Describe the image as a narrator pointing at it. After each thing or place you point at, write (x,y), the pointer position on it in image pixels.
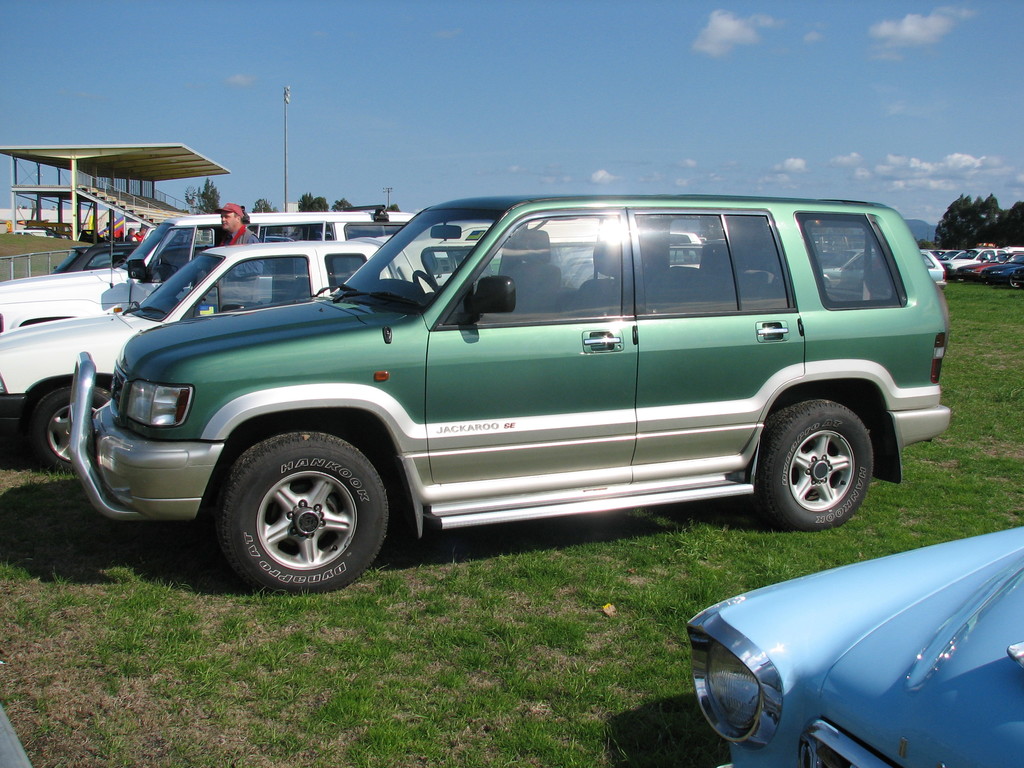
In this image, there is grass (652,719) on the ground (495,730), we can see some cars (214,462), there is a person (233,240) standing beside the car (228,252), we can see some stairs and there is a shed (104,156), there is a pole (285,156), at the top (496,108) we can see the blue sky (400,71).
